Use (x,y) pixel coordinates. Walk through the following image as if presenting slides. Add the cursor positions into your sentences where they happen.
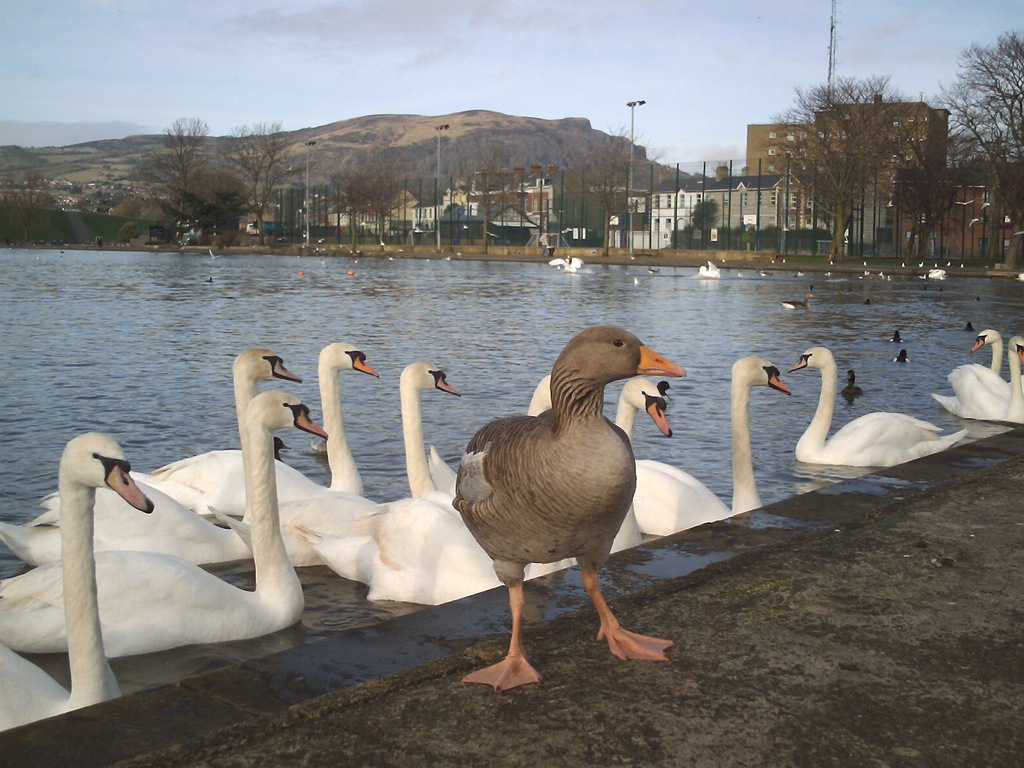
In the image I can see birds (567,385) among them some are on the ground (797,580) and some are swimming in the water (499,349). In the background (405,233) I can see mountains (317,165), trees (377,190), street lights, fence (581,204), buildings (669,210), the sky (722,94) and some other objects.
